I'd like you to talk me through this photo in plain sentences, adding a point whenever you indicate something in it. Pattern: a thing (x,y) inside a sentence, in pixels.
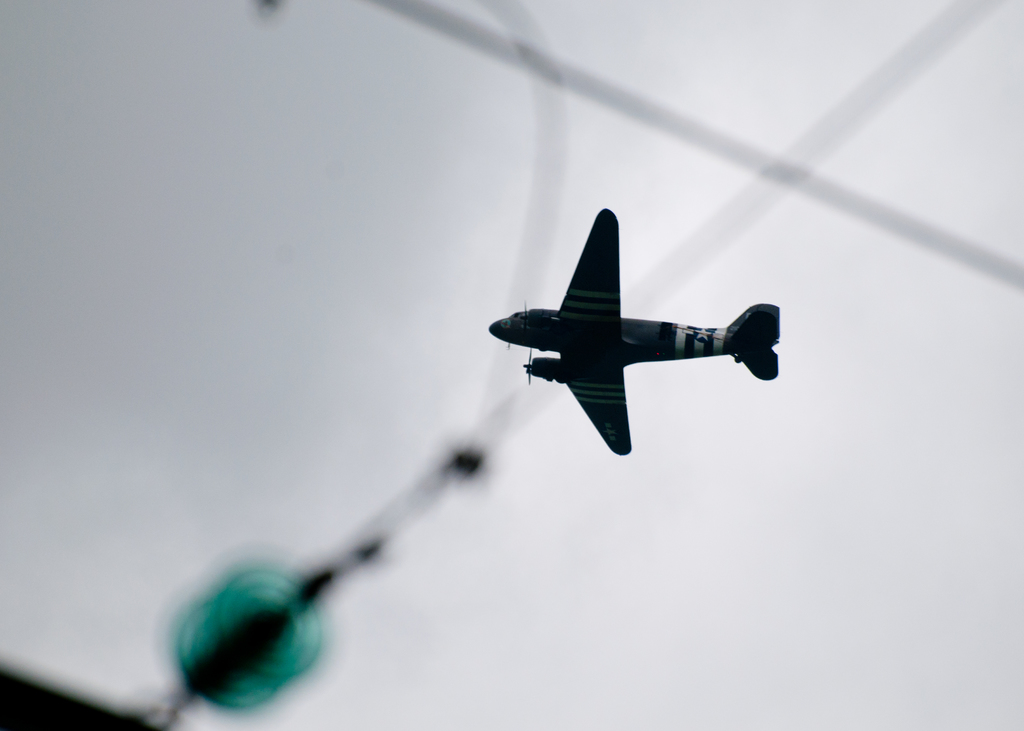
In this image we can see an aeroplane (586,346) flying in the sky (726,319) and there are cables (533,297).
